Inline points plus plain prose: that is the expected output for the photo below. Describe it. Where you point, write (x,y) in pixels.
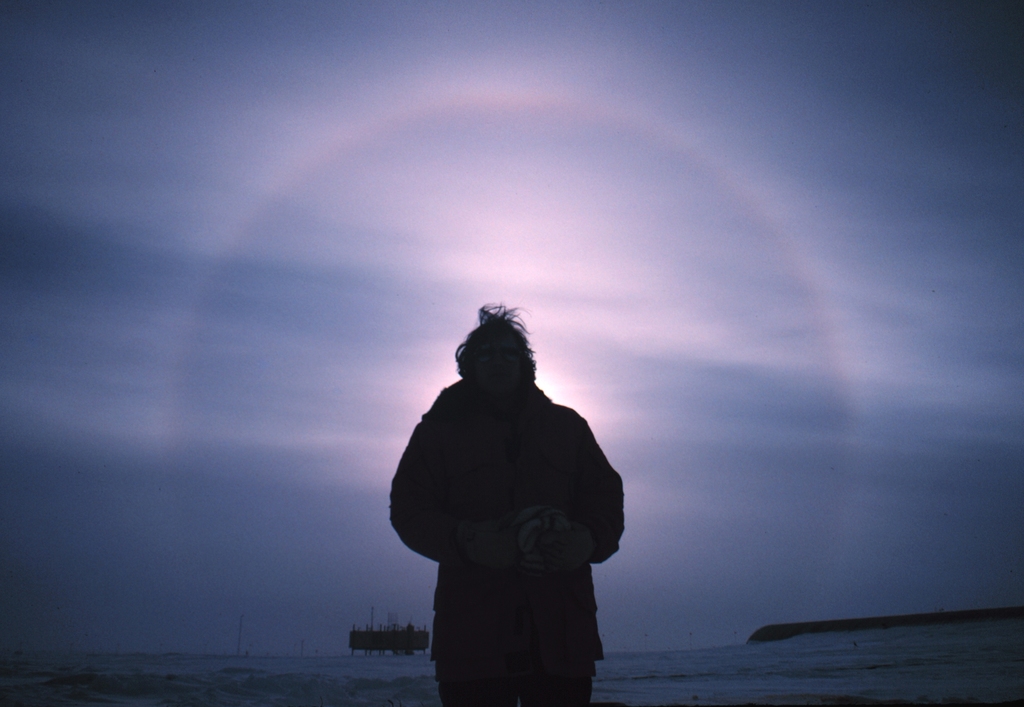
In this picture I can see a person (565,462) who is standing in front and I can see the sky (532,269) in the background (531,273).
